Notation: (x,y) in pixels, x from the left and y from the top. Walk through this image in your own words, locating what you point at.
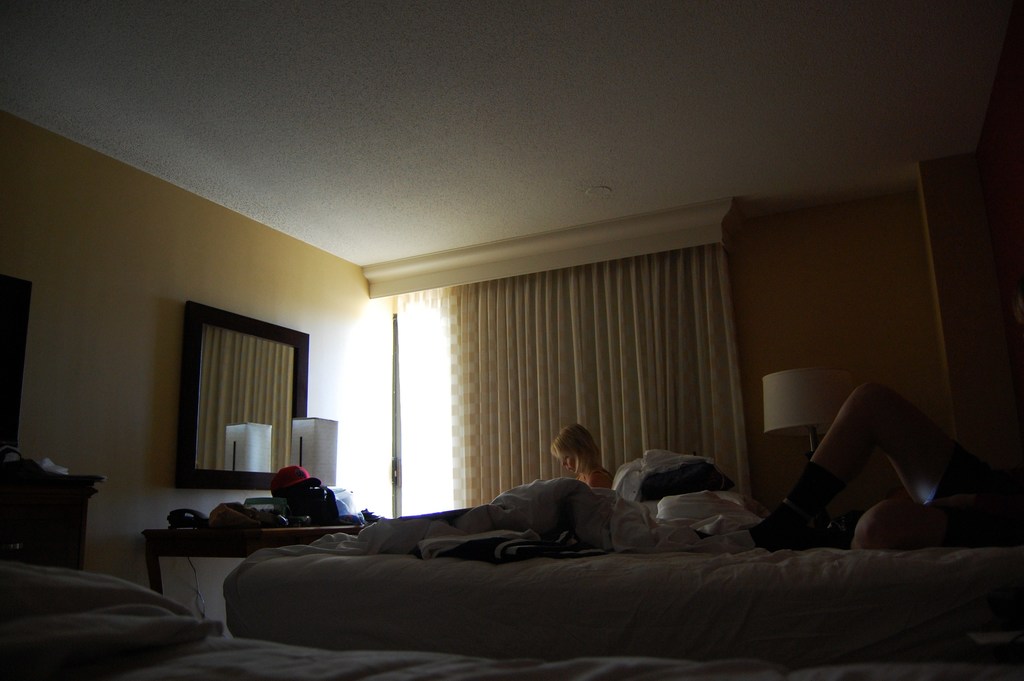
In this image i can see a person (961,528) is lying on a bed (667,530). I can also see there is a mirror (225,390) and a table (221,530).
